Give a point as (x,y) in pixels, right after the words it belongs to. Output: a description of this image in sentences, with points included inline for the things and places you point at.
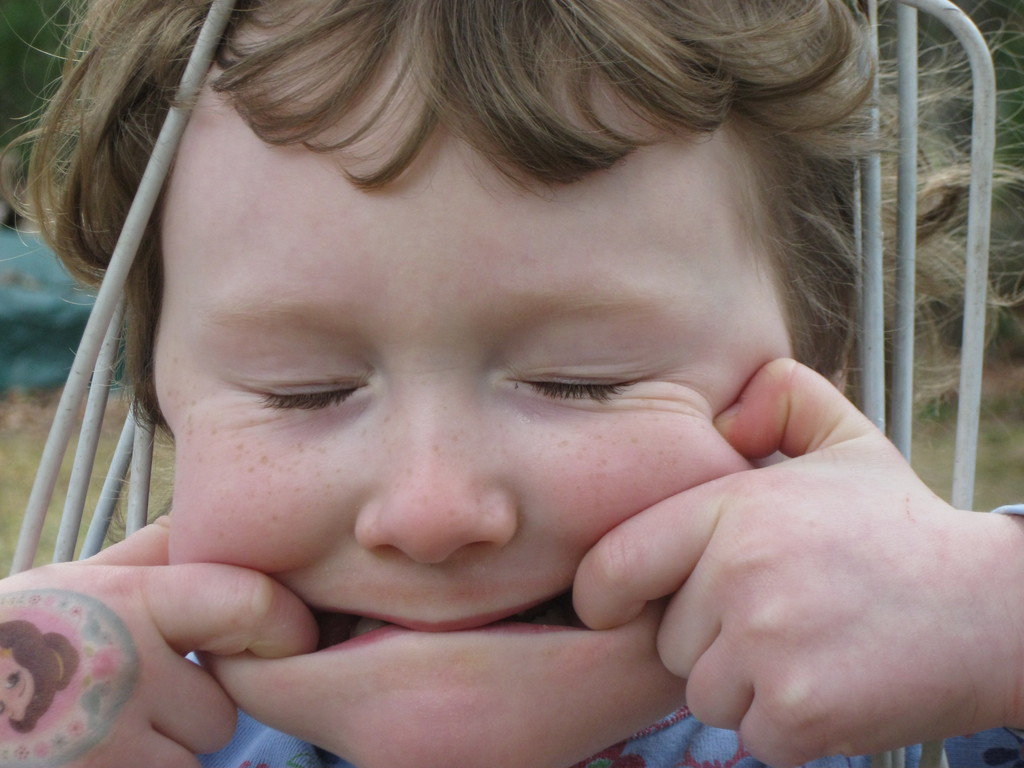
In this image in the foreground (447,440) there is one boy (524,379), and there are some small pipes (904,199) and there is a blurry background (936,393).
